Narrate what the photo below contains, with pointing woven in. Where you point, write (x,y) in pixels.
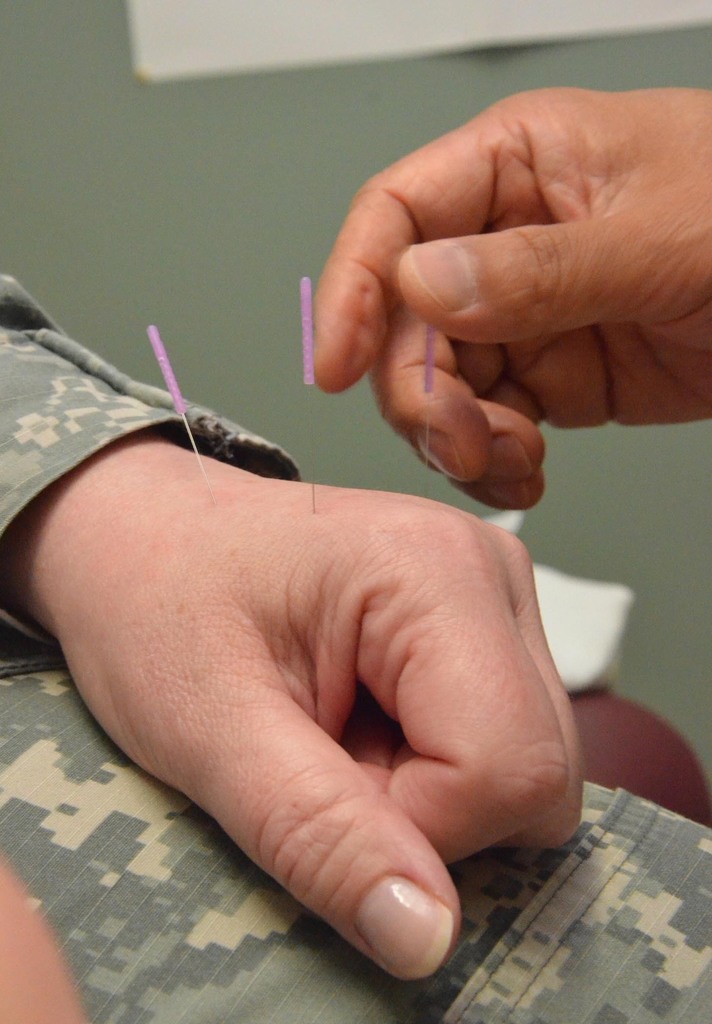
In this picture I can see the needles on the human hand (335,632), on the right side (520,424) there is another hand (535,374).
